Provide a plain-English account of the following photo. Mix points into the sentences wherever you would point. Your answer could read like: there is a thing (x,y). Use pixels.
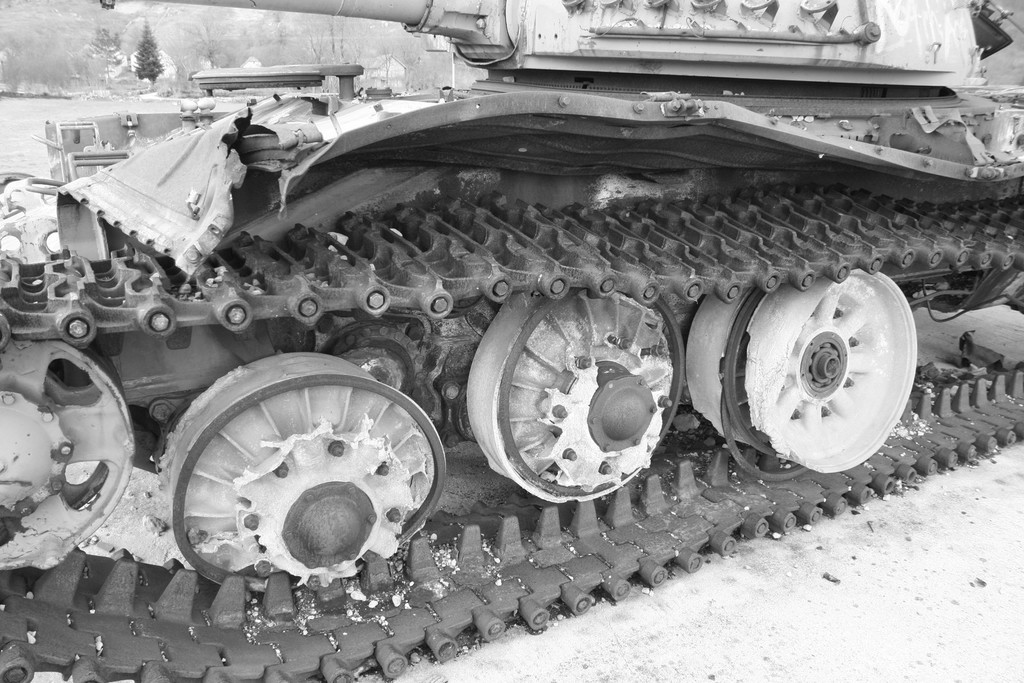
In this image we can see a vehicle (795,413) which is used in wars.
